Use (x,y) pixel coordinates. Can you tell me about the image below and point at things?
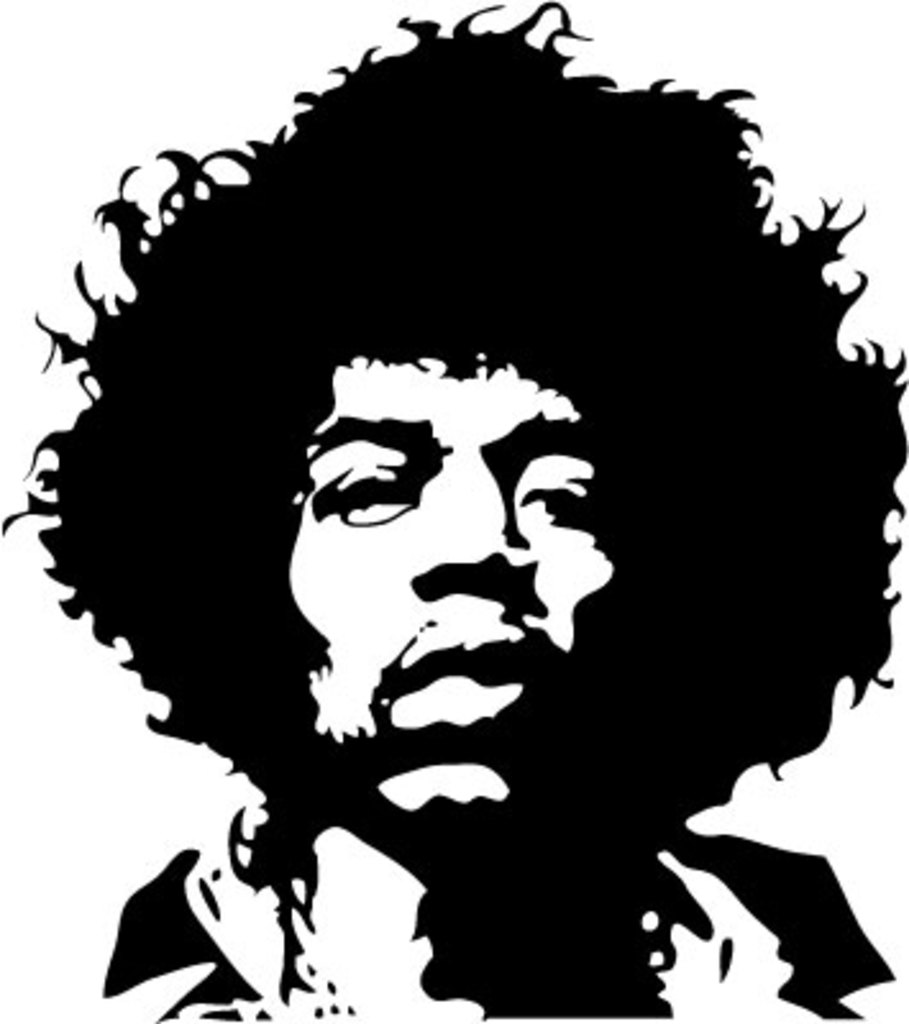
In the foreground of this edited image, there is black and white photo of a man (506,426).
